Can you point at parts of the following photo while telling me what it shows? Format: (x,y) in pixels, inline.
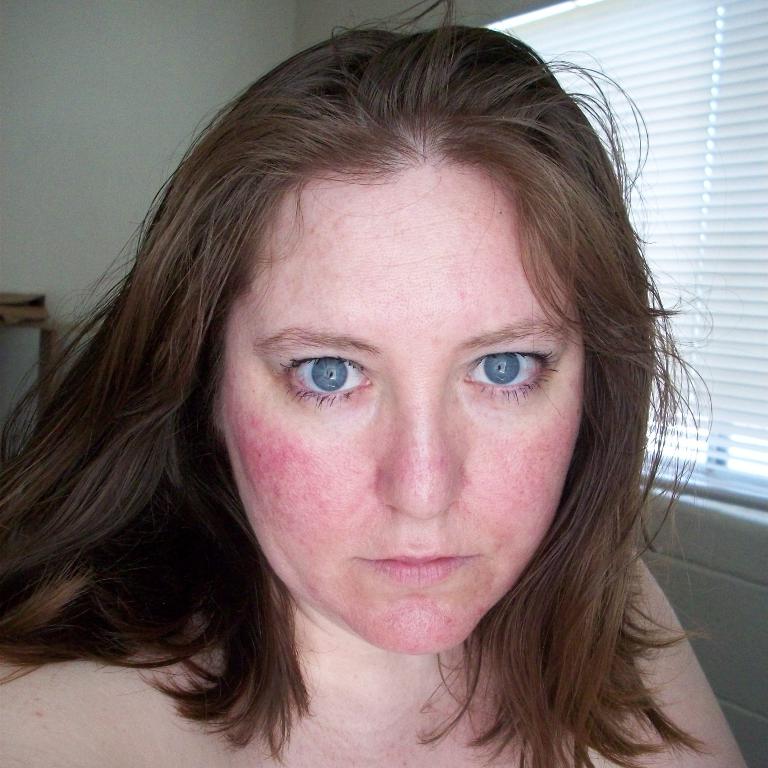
In this image we can see the face (299,379) of a woman (328,360). In the background (182,114) there is a wall (140,105). On the right side (687,157) there is a curtain (672,263). On the left side (33,309) there is a table (29,319).
